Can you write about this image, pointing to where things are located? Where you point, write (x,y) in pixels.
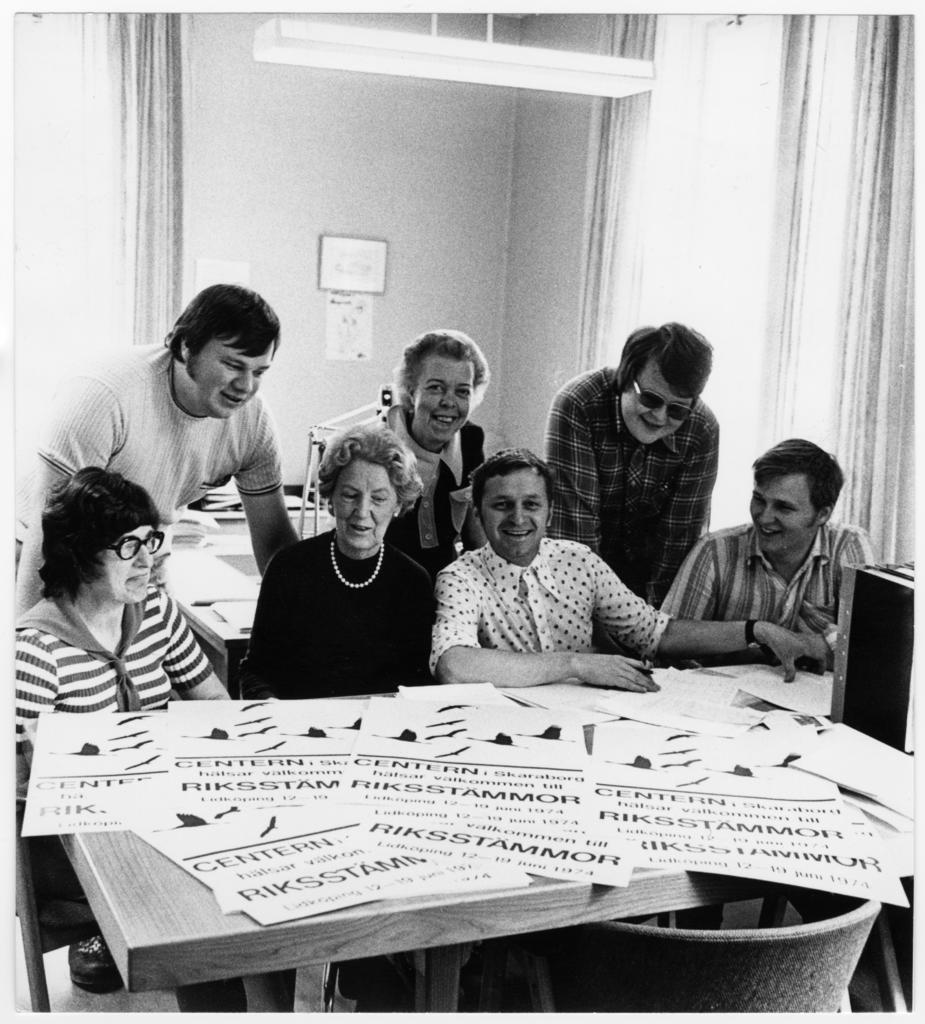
There are group of persons (365,619) sitting and standing near the table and looking at the boards (502,791) and at the top of the image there is a light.
